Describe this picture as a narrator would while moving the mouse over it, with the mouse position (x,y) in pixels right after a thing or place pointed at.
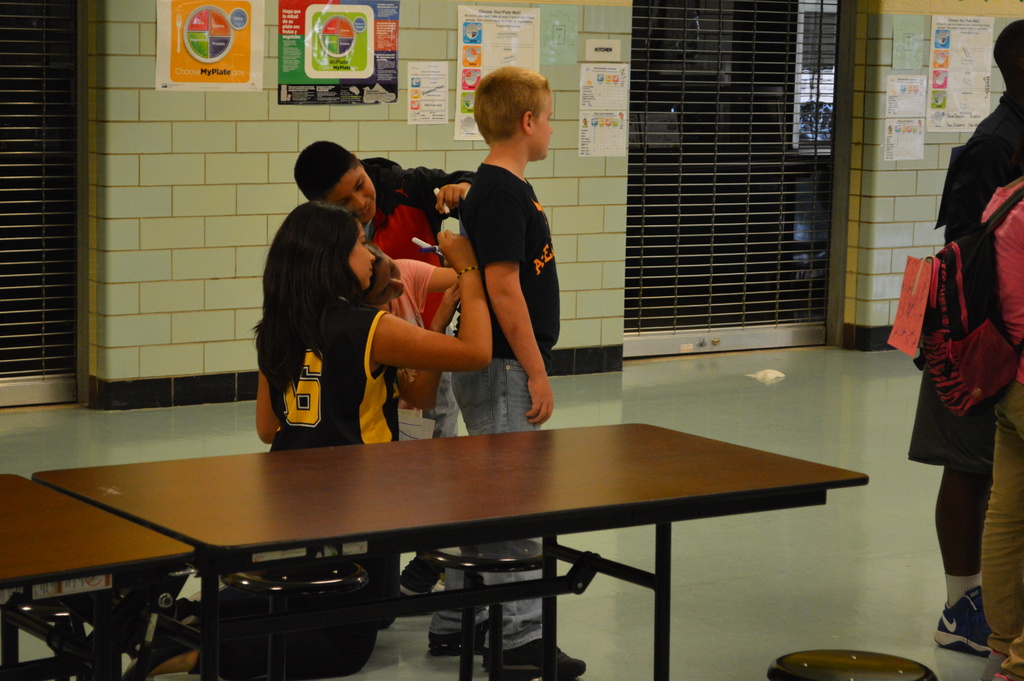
I think this is a picture of a cafeteria (862,163) in a school. There are four children (353,229) standing in the center of the image (470,249) and two other (977,225) to the right (973,183), In the center of the image (396,335) three children (401,299) are signing on a shirt (481,213). In center of the image (507,236) a child (506,178) in black shirt (529,209) is standing. One in the background (381,174) is smiling and writing something over the black shirt (508,204). And this girl (338,335) sitting she is also writing something over the shirt (494,323). In the background (278,83) on the wall (445,32) there are some posters (385,51) stick. On the right (705,159) background (686,163) and left background (27,182) there are shutters (23,154). In the center of the image (602,438) there is a table (417,496) placed.
